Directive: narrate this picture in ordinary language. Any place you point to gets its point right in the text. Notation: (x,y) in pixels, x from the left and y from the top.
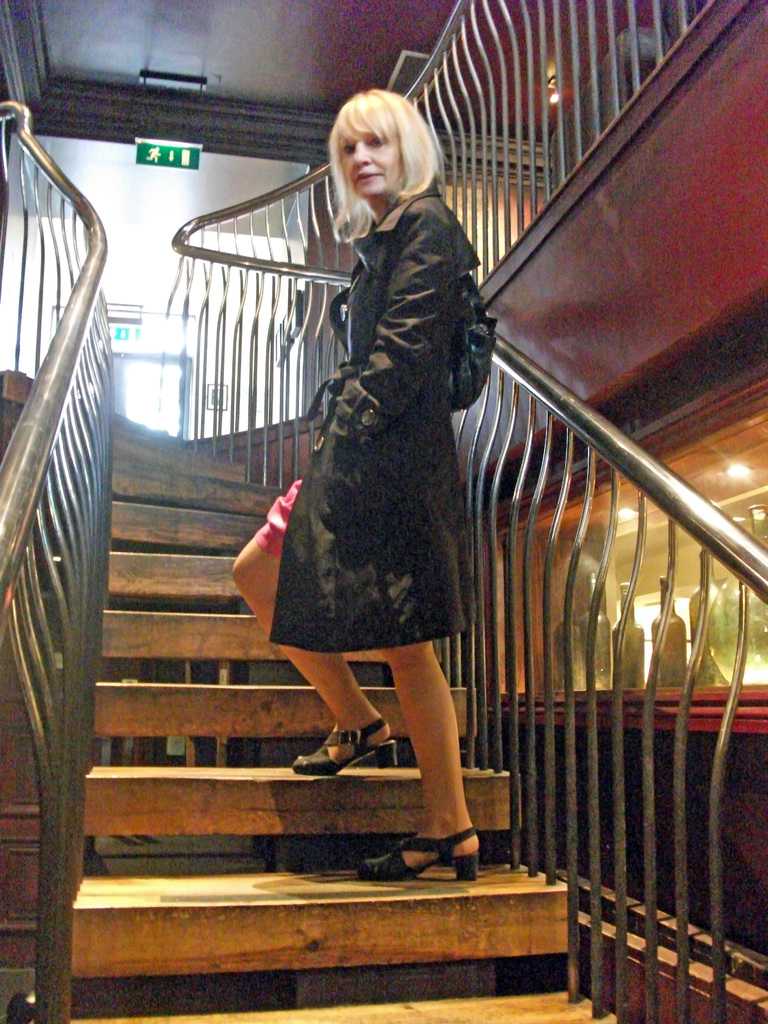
As we can see in the image there are stairs (489,973), a woman (374,441) wearing black color dress (419,428) and on the right side (713,607) there are bottles (732,650).
